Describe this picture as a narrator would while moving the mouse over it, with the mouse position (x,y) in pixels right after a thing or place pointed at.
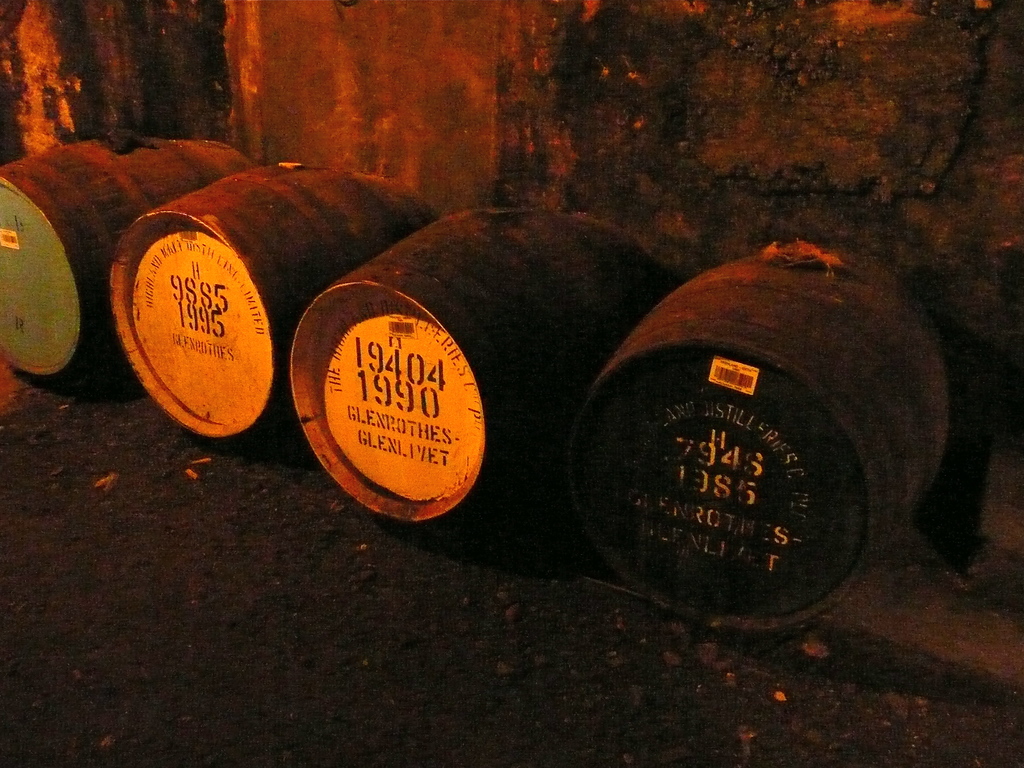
In this picture we can see barrels (677,464) on the ground (318,650), on this barrels (668,481) we can see stickers (2,235) and text (378,372). In the background of the image (582,104) we can see wall (606,94).
